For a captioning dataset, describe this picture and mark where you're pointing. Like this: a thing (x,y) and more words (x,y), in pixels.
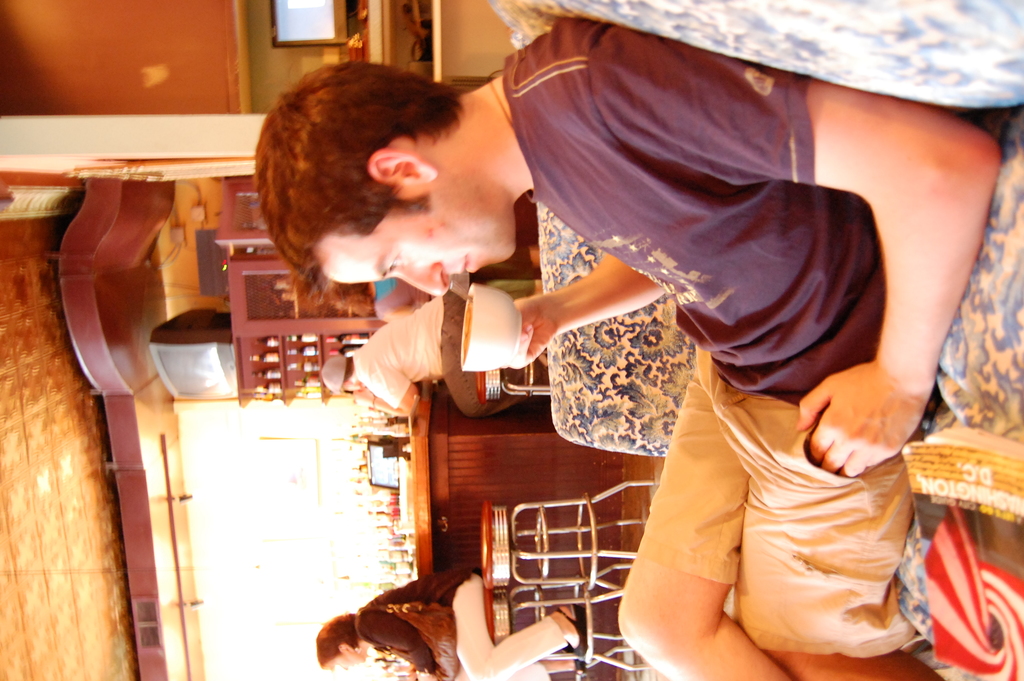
A person (649,240) is sitting on the couch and holding a coffee cup (503,300). Background (491,540) there are racks (266,320), chairs (498,618), tables (421,520), bottles (384,554), people (390,643) and monitor (325,26). In that rack (295,343) there are bottles (299,366). Above that rack (245,351) there is a television (207,367).
